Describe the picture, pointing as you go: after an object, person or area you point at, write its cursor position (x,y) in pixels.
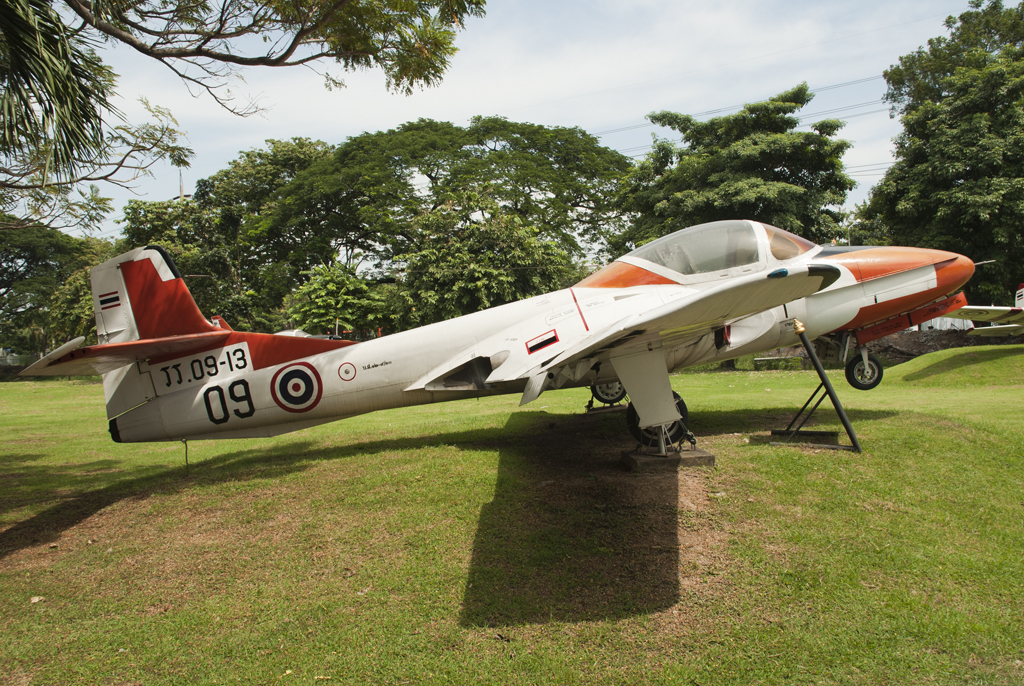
In this picture we can see an aircraft (520,339) and an object (826,386) on the grass (709,424). Behind the aircraft (706,341), there are trees (814,184), cables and the sky (587,33) and a pole (179,181).
